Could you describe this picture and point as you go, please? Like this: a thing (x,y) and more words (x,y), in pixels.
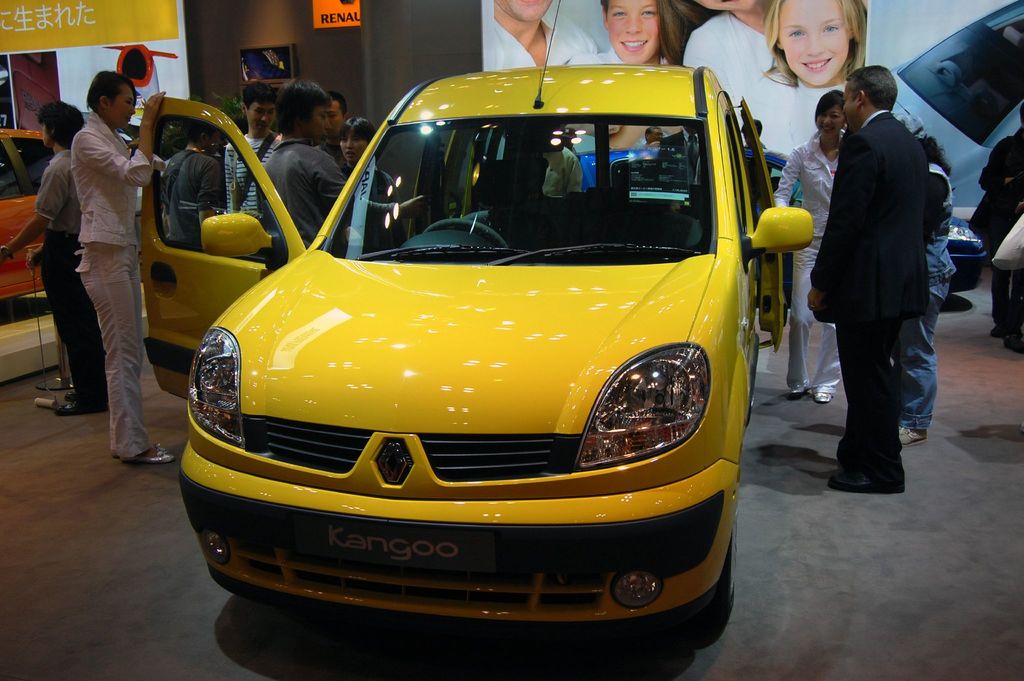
In this image, we can see yellow car (478,434) is placed on the floor (741,644). In the middle of the image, we can see a group of people (69,235) and vehicles (7,178). Background (165,73) there are few banners (137,76), wall (369,60). Here we can see few people (819,151) are smiling.
